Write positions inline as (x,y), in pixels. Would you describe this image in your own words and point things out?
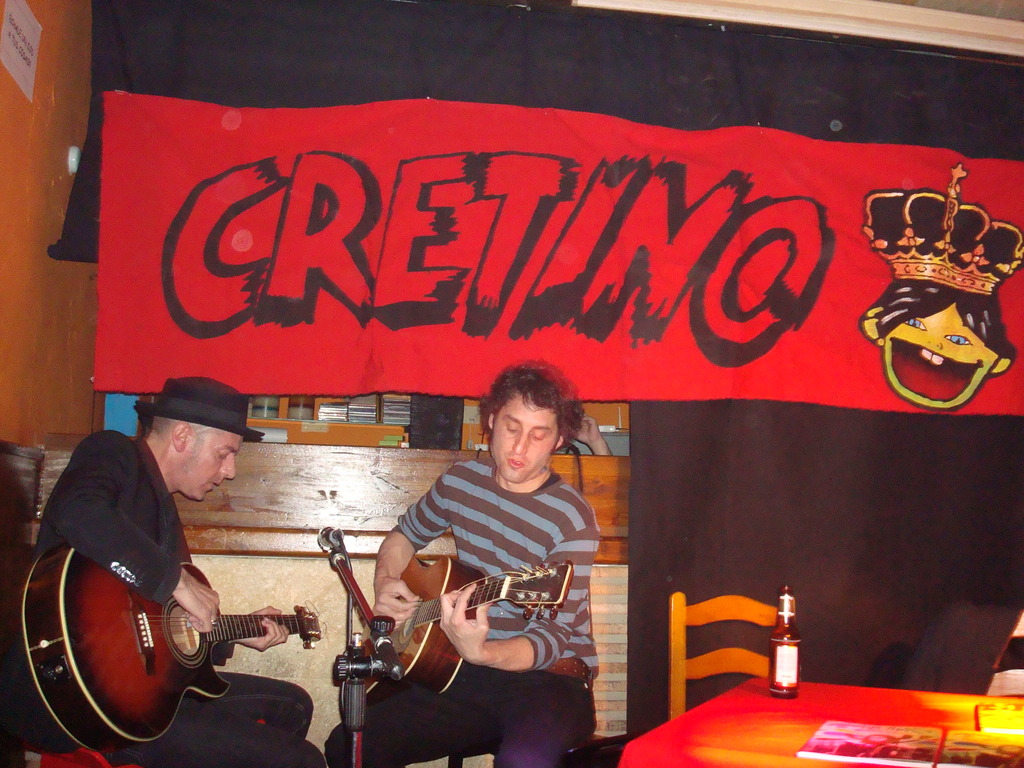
These two persons (83,541) are sitting and playing guitar (316,620). We can see microphone (350,651) with stand (352,714), chair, table (648,757) on the table (820,695) there are bottle (785,657), books (845,729). On the background (574,161) we can see banner (682,304), wall (275,570).
